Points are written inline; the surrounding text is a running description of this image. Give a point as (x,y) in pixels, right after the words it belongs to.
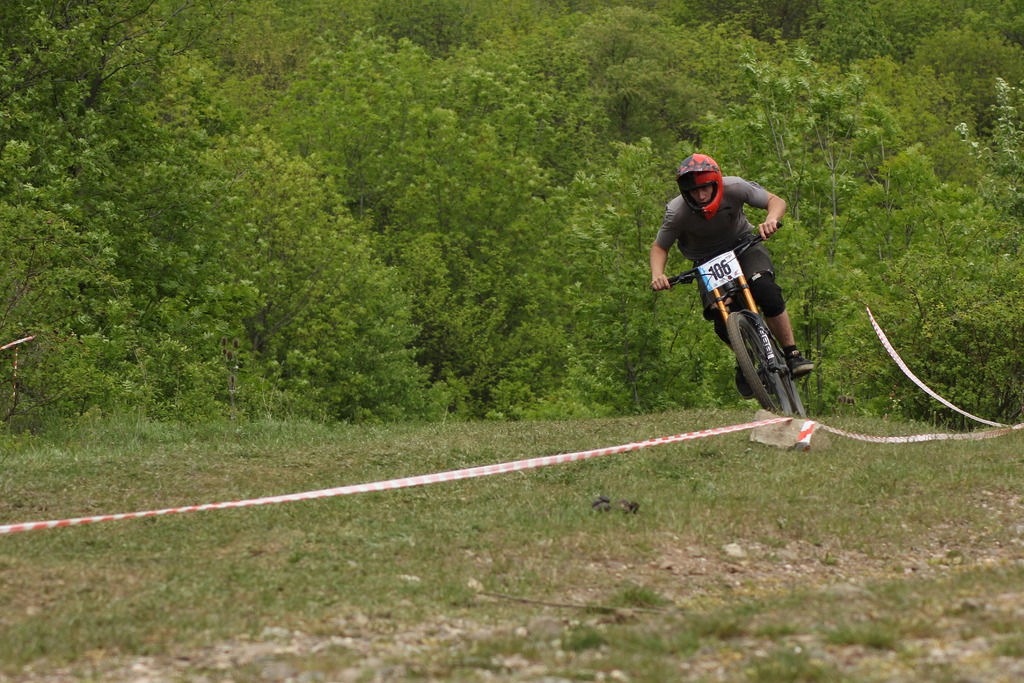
In this image I can see in the middle (681,259) a man (720,241) is riding the cycle (761,340). He wore t-shirt (736,234), short (765,258), shoes (808,363) and a red color helmet (693,207). There is the plastic rope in the middle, at the back side (625,261) there are trees (340,151) in this image.
